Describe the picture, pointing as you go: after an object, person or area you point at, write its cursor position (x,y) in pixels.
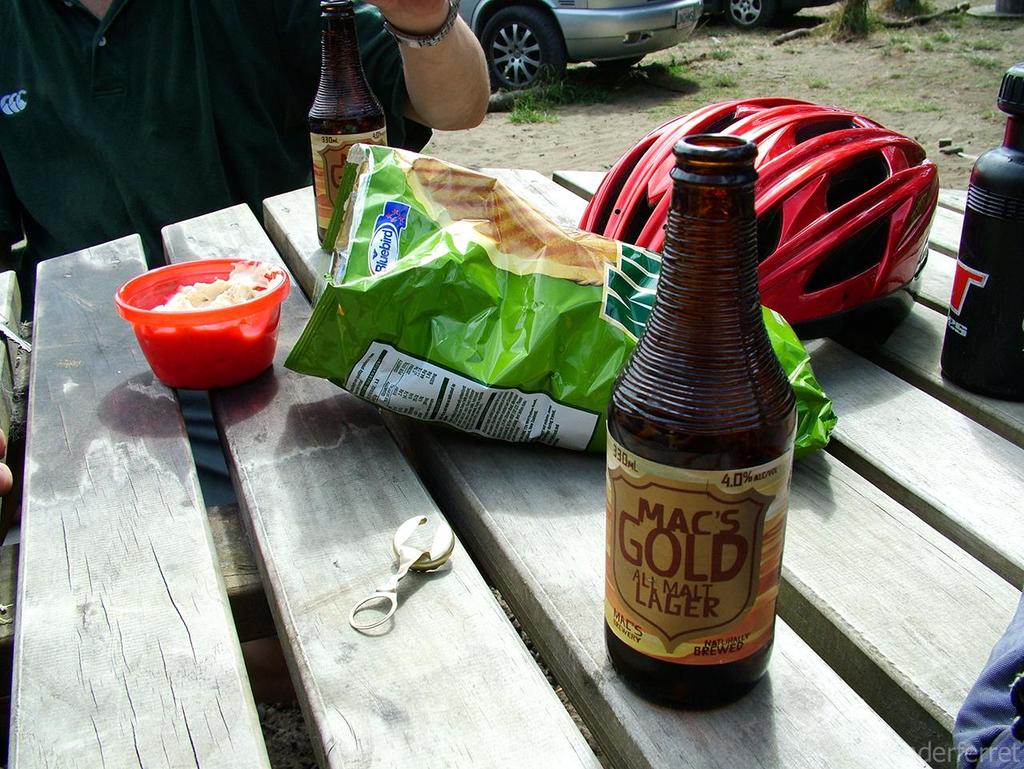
There is a table (588,506). There is a chips packet (550,355), bottle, bottle cap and helmet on a table (323,505). He is sitting in a seat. There is a car (613,50) on the road (490,148).
